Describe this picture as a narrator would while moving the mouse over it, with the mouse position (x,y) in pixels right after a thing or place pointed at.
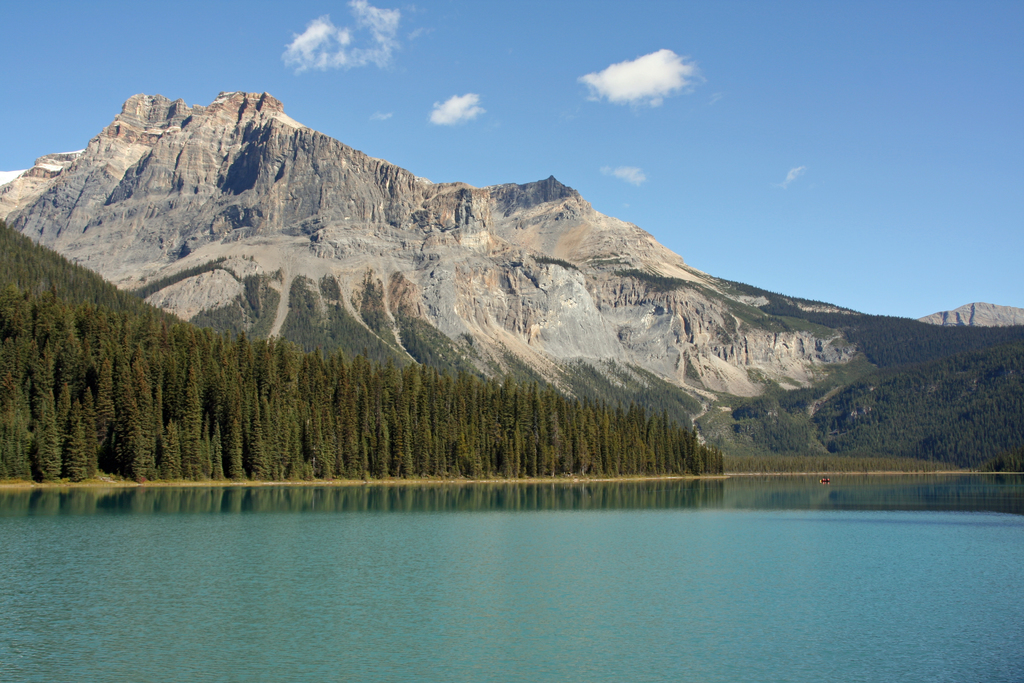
In this image I can see the water (409,571). In the background (384,443) I can see few plants (384,443) in green color and the sky (598,48) is in blue and white color.
